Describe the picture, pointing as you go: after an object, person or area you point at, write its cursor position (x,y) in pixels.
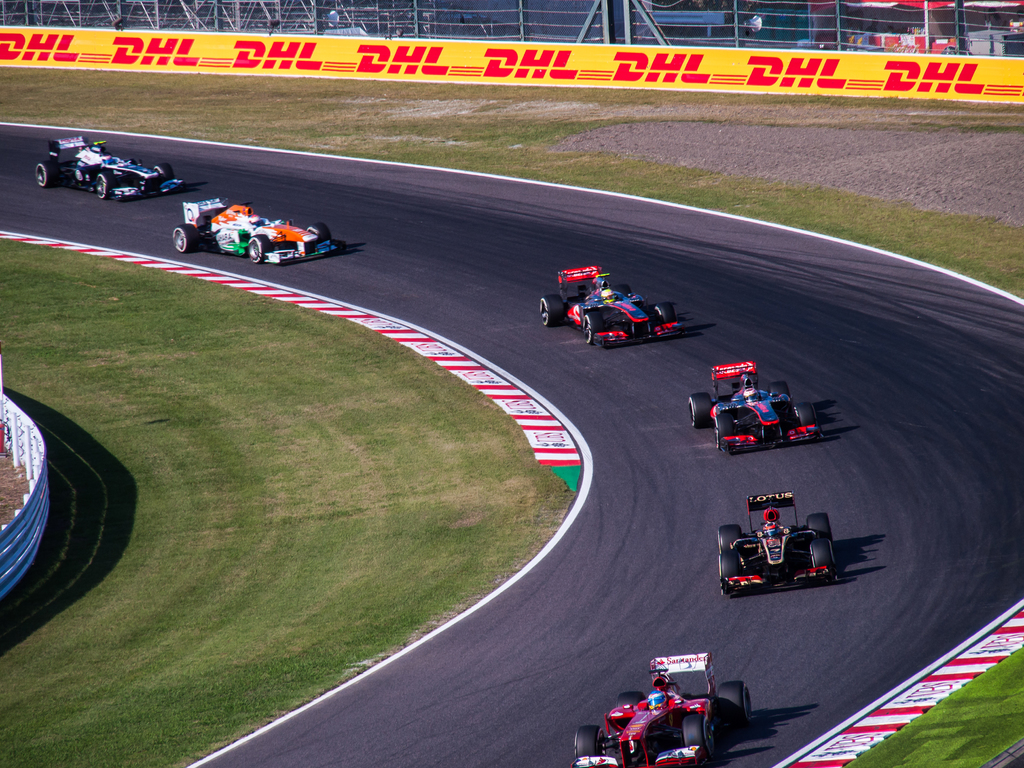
In this image we can see the sports car (304,241) moving on the road (540,629). On the left (89,462) and right side (712,194), we can see the grass (39,82). At the top (1017,76) we can see a wall (723,84) with DHL stickers (771,81). Backside of the wall (50,55) contains metal grills (444,24).
